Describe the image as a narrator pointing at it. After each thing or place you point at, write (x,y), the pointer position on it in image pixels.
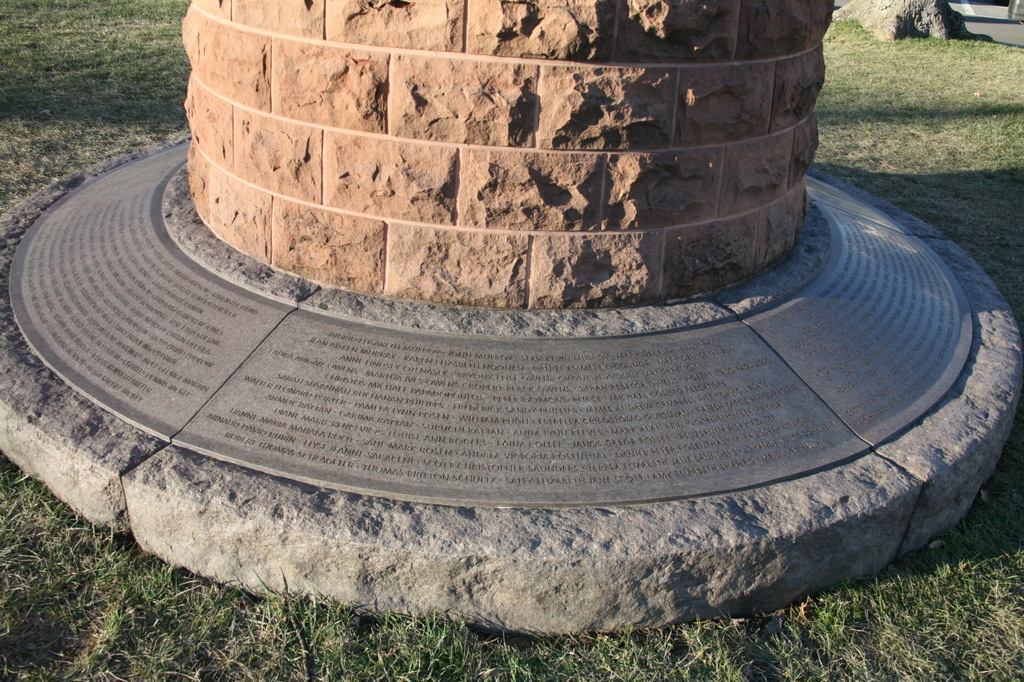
In this picture we can observe some words (462,413) carved on this stone (398,384). We can observe a brown color pillar (350,97). There is some grass (171,639) on the ground (67,119).
